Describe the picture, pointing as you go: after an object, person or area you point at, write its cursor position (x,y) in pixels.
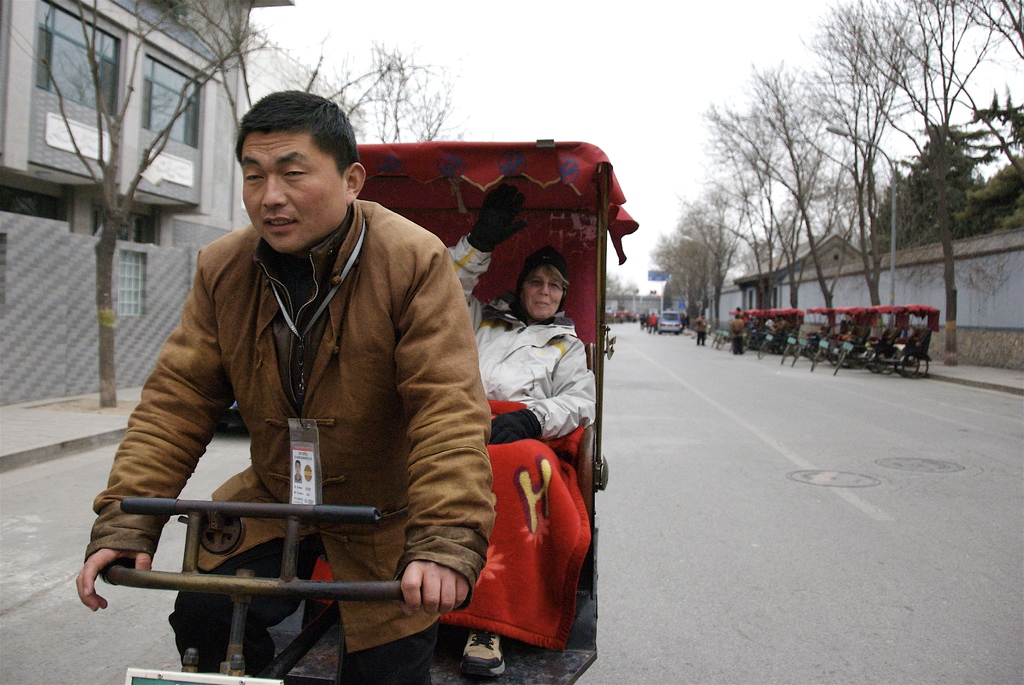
In the background (616,34) we can see the sky (690,61), people (655,329) and a vehicle (666,316). In this picture we can see a building (210,0), windows (147,81) and boards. On either side of the road (972,412) we can see the trees (792,105). We can see the pedicabs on the right side of the picture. In this picture we can see a man (321,385) riding a pedicab (588,435) and a woman (566,433) is sitting behind him.
